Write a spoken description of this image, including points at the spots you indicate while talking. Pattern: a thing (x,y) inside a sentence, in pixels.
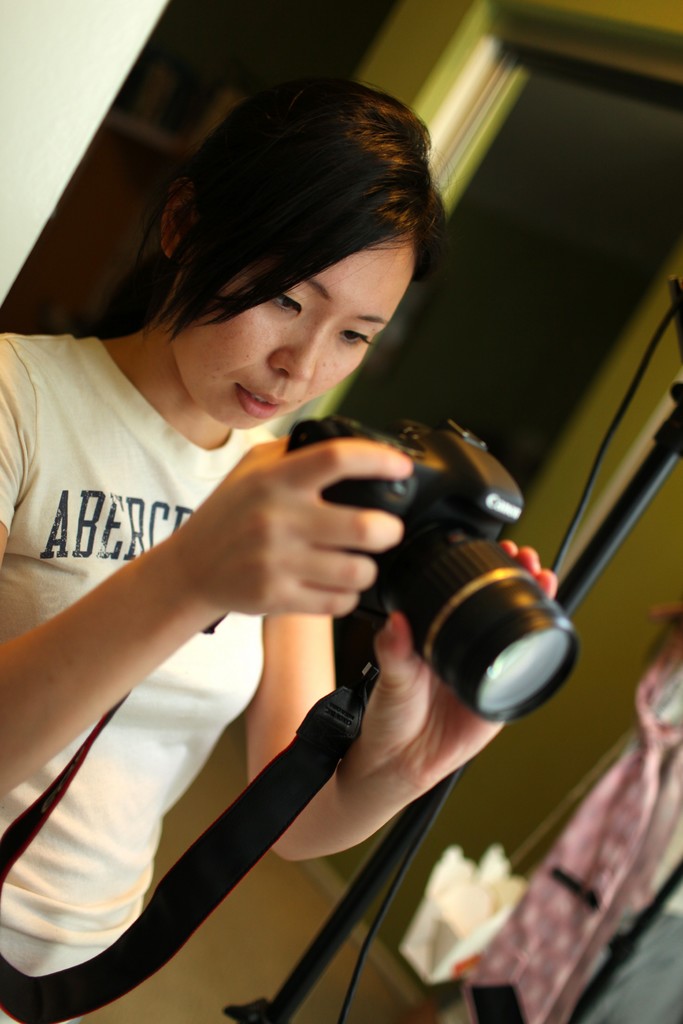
In this picture we can see woman (381,209) holding camera (547,634) in her hands (273,535) and taking picture of something and in background (558,744) we can see wall (554,753), stand (679,420), clothes (592,895).
